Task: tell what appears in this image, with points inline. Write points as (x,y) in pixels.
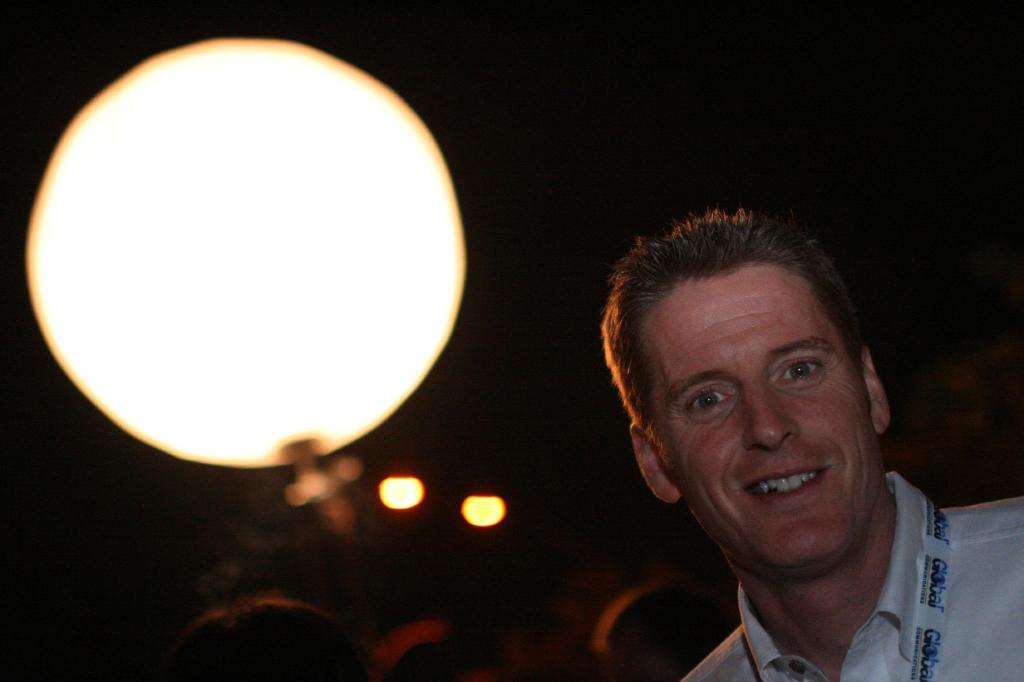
In the bottom right corner of the image (953,660) a person (829,344) is smiling. Background of the image (660,190) is blur. In the top left of the image (252,219) we can see a white color object (66,262).
